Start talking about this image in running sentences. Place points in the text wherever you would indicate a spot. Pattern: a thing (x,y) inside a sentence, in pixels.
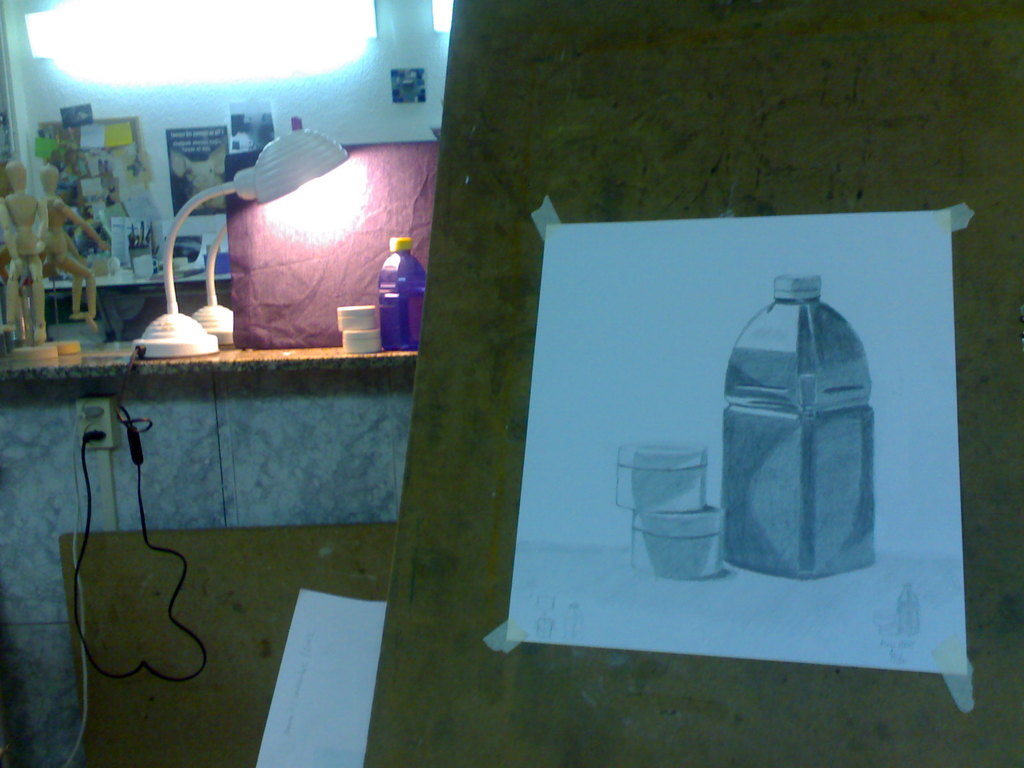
In this image we can see a board (632,666) on which paper (673,428) with bottles (761,365) and bins (657,456) is pasted. In the background (317,148) we can see a table lamp (169,253), toy (11,166), switch board (111,438), cable (162,547), wall (255,519), cardboard (273,554) and wall hangings (242,113) attached to the wall (221,86).
